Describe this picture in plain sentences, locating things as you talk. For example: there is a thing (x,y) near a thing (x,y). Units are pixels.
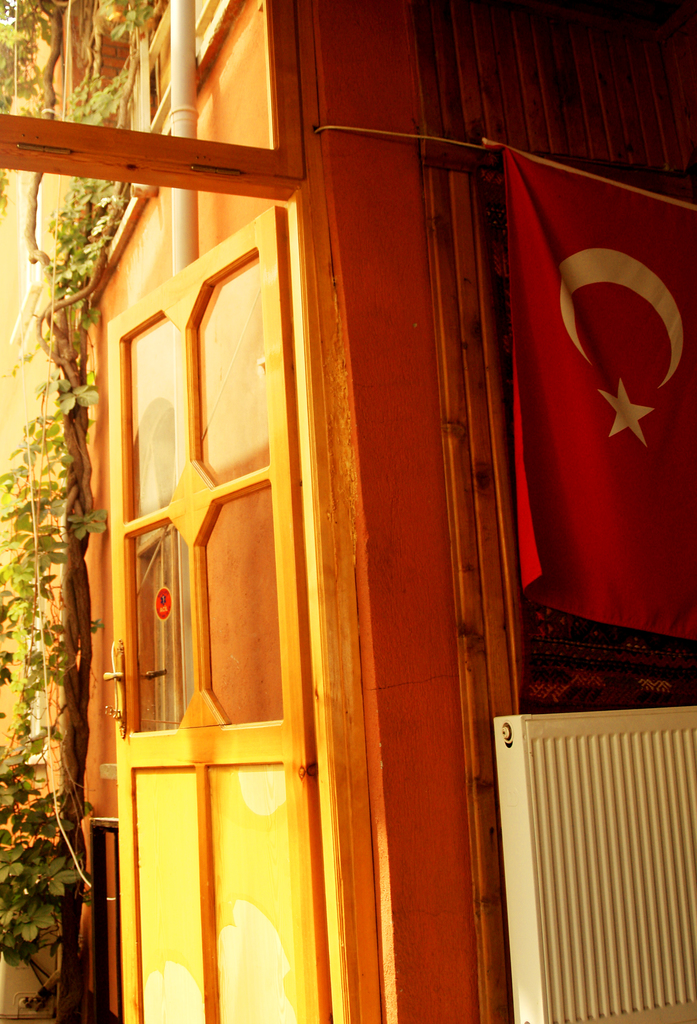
In this image I can see the door (268,827) which is yellow and orange in color, a flag (551,424) which is red and white in color, a pipe (188,246) and a tree (68,202). I can see a white colored object (524,878).
